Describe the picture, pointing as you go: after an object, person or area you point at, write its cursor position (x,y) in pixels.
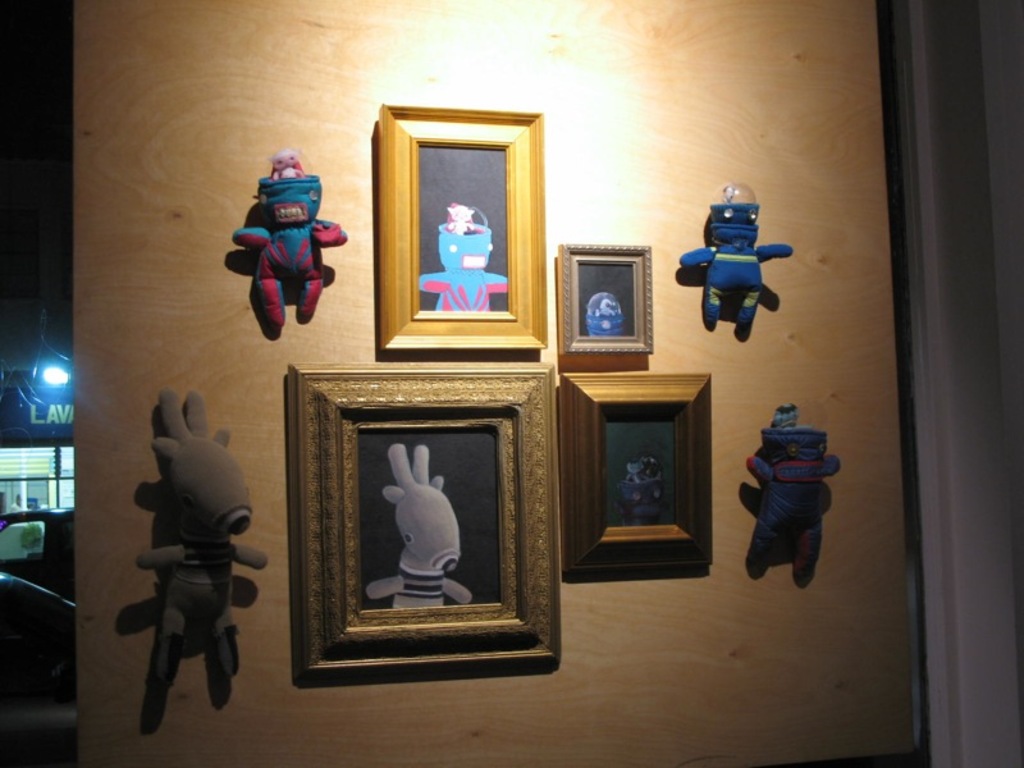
In this image I can see few frames (532,342), toys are attached to the brown color wall (219,118). I can see the lights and few objects (50,512) at the back side (39,497).
